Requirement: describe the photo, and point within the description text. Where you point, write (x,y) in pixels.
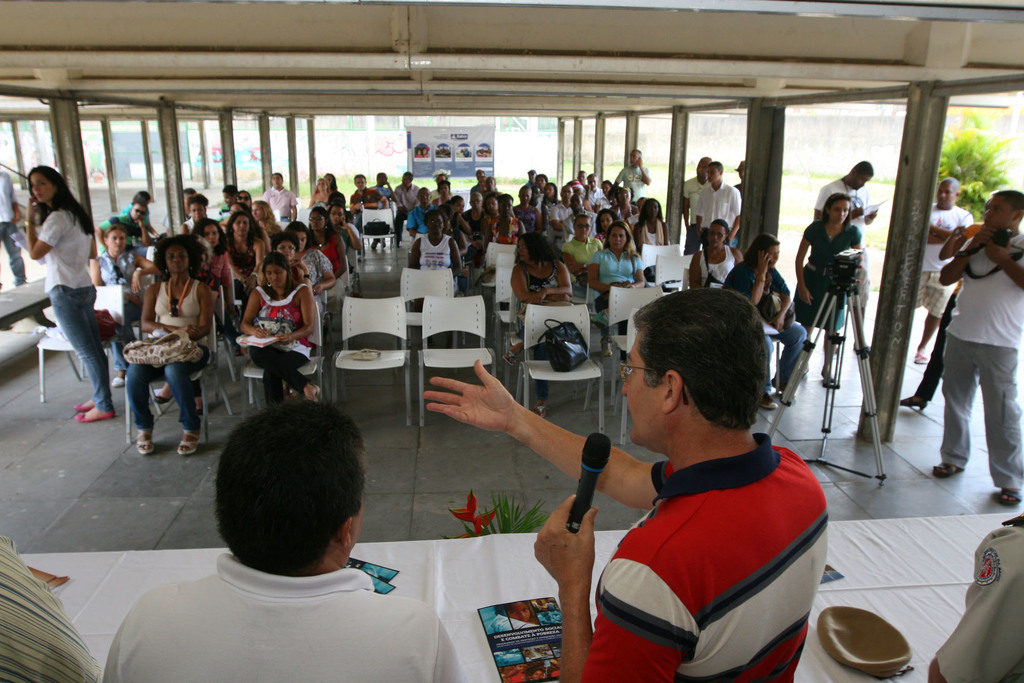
In this picture there are people (643,484) and table (910,560) at the bottom side of the image (700,560) and there are other people (467,237) those who are sitting on the chairs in the center of the image (584,282).
